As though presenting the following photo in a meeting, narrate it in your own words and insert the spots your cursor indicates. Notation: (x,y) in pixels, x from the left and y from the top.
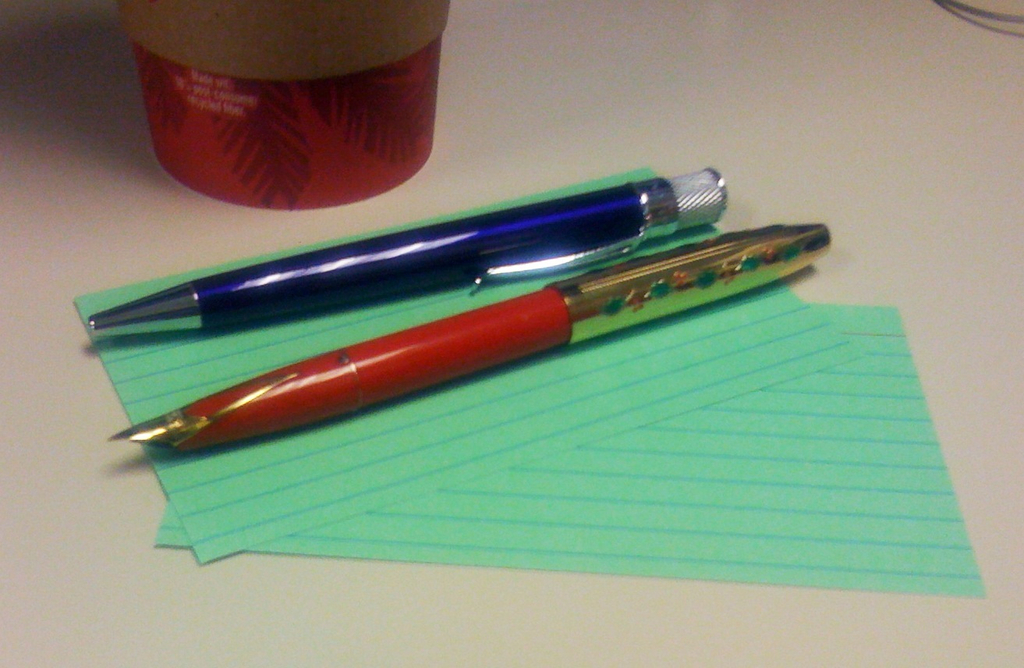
In this picture there are two different types of pens (395,392) and there are two papers (633,512) and there is a cup (342,127) and wire (1017,21) on the table (963,89).
